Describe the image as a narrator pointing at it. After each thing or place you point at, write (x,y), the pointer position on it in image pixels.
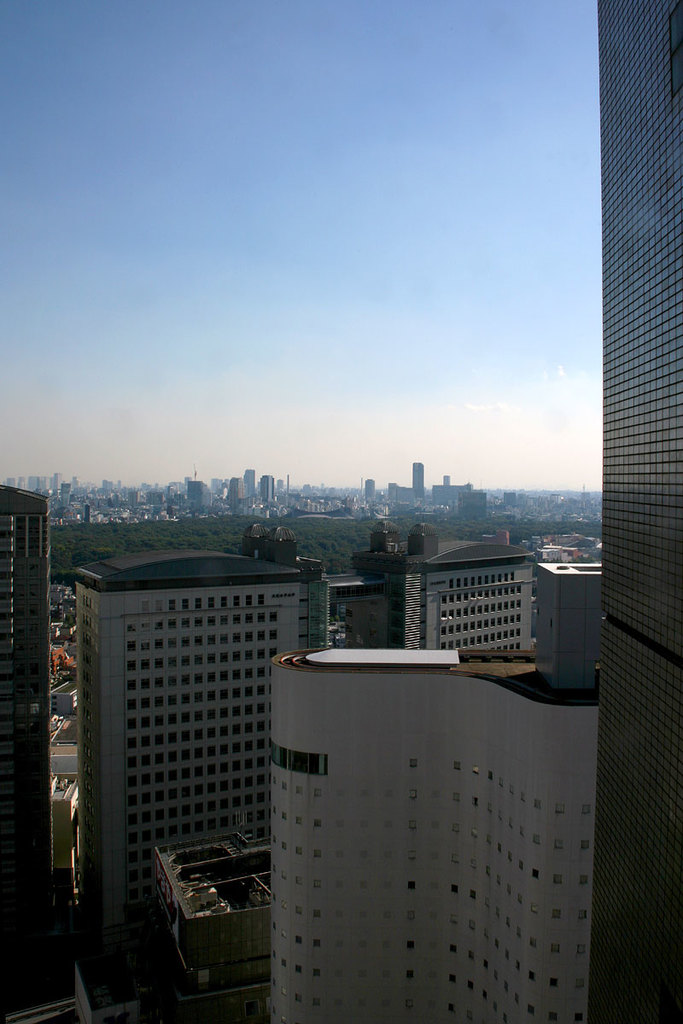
At the bottom of this image (267,684), there are buildings (103,597) and trees (474,535) on the ground (528,537). In the background (521,274), there are clouds (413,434) in the sky (420,233).
